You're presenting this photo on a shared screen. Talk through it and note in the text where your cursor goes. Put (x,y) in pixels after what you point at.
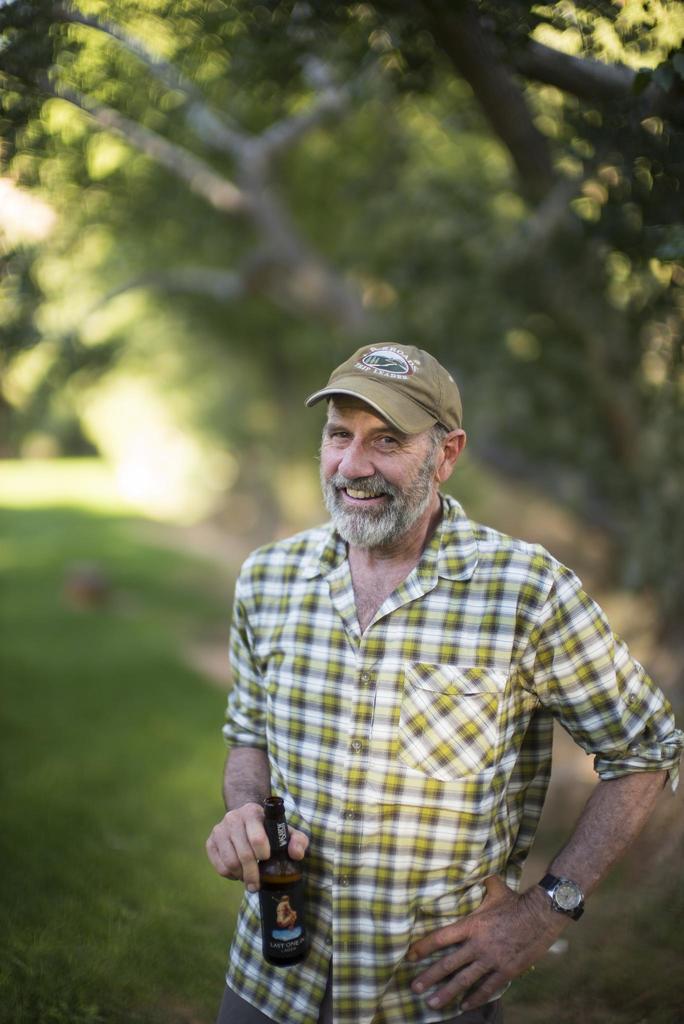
In this picture we can see man (360,882) wore shirt (350,643), cap (383,365), watch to his hand (557,872) and holding bottle (283,836) in other hand (225,826) and in background (144,305) we can see trees (170,309), grass (96,740) and it is blurry.
